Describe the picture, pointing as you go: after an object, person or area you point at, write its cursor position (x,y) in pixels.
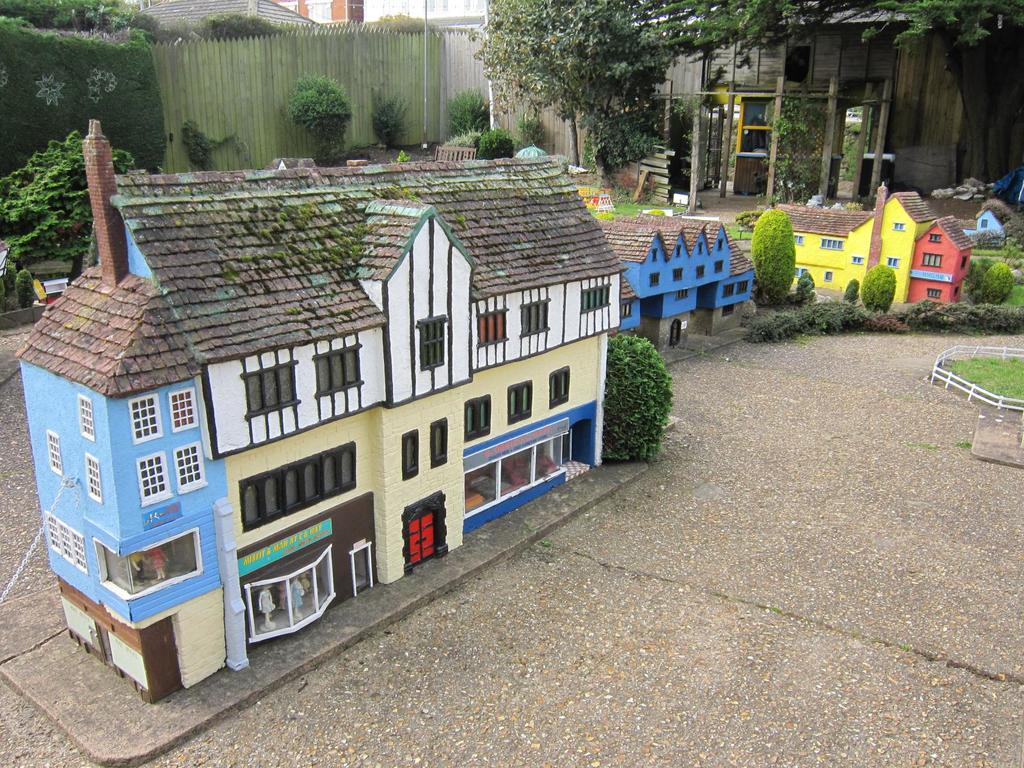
In this picture, there are miniature arts (508,272) of buildings (507,282). In between them, there are tiny plants (879,278). In the background (130,94), there are trees (510,63) and plants (118,59).
